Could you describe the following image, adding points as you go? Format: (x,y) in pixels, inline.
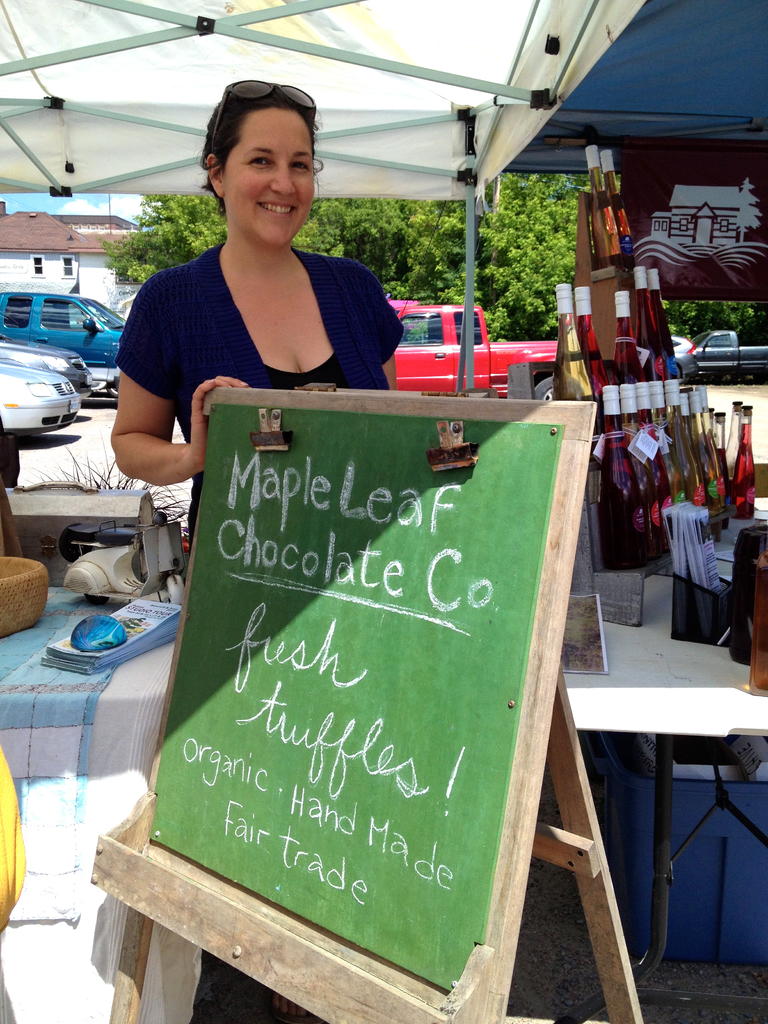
In the foreground of this image (269,747), there is a board (260,763) and behind it there is a woman (224,325) standing. On the right (744,431), there are bottles (692,445) and few objects (672,617) on the table (643,676). On the left (117,697), there is a table (104,688) and on which there are papers (112,657) and a paper weight (104,631) on it. On the top (225,48) there is a tent (260,48). In the background (405,222), there are trees (415,233), a house (88,274), vehicles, sky (79,195) and the cloud (123,204).
